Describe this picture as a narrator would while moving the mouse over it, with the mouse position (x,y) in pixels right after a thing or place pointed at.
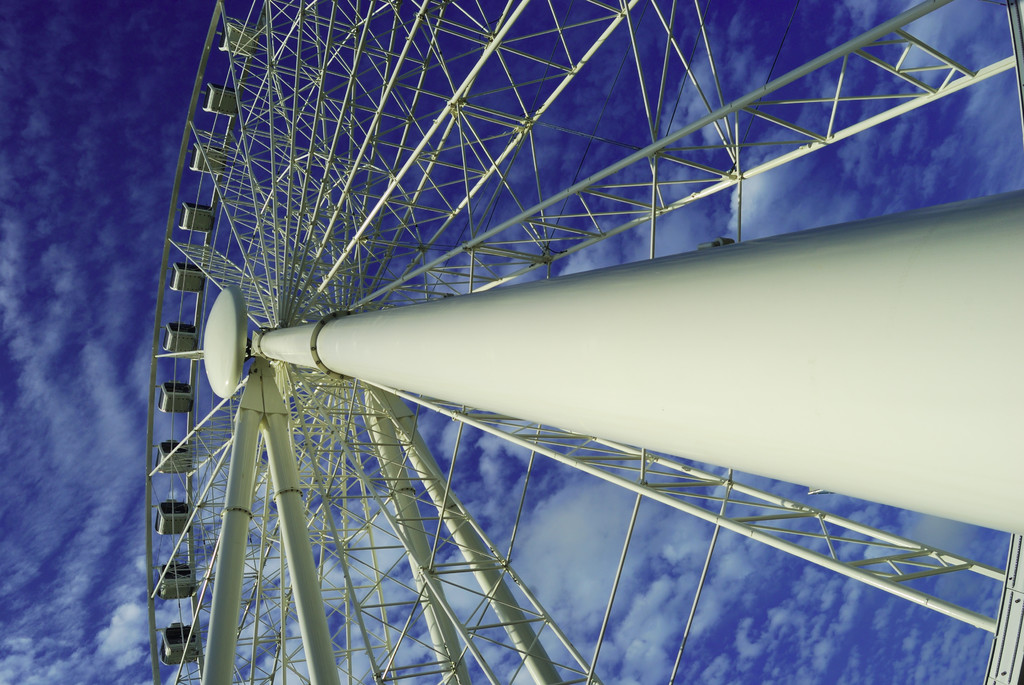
In this image, we can see a Ferris wheel (629,374). In the background of the image (156,81), there is a sky (407,176).
